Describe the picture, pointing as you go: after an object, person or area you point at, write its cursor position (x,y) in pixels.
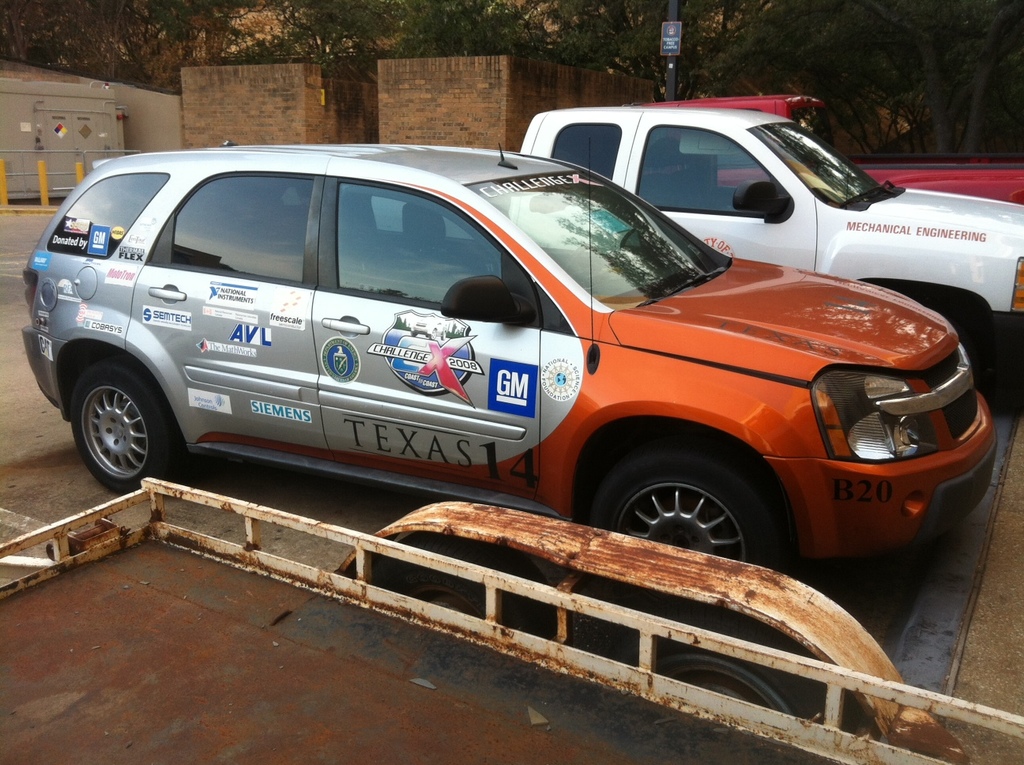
In this picture, it seems to be there is a vehicle (558,660) at the bottom side of the image (475,662) and there are cars (522,355) in the center of the image (598,290) and there are trees (721,46) and a pole (676,5) at the top side of the image (859,27), it seems to be there are walls (199,112) in the background area of the image (275,96).
